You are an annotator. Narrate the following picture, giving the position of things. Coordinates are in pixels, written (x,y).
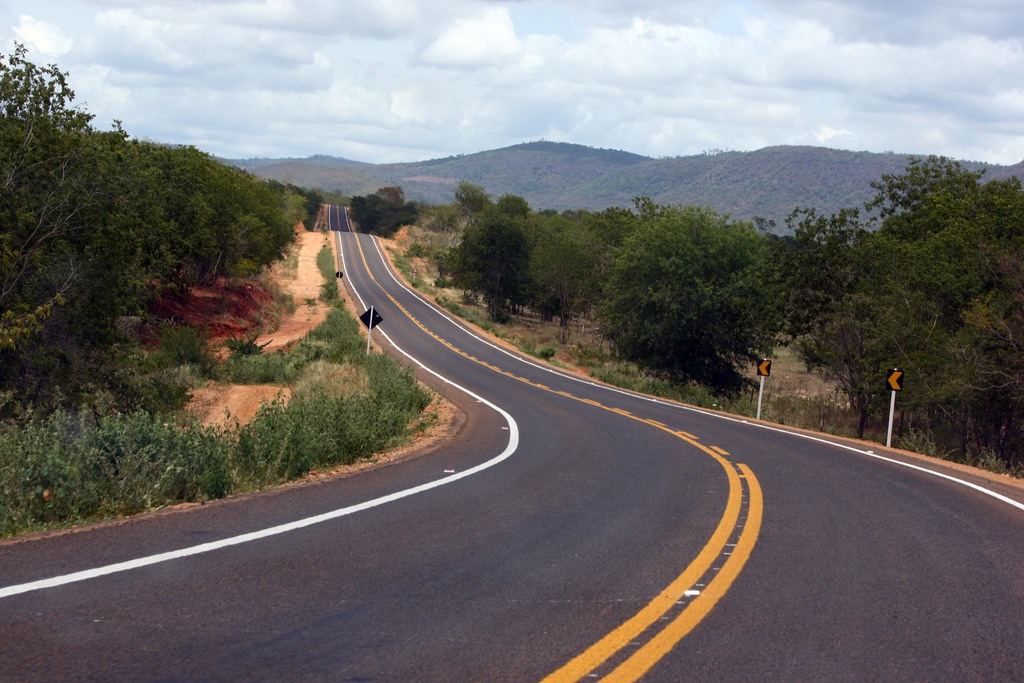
In this image there is a road (365,235) in the middle of this image (378,312). There are some trees (257,236) on the left side (257,236) to this and right side (748,305) to this road (353,249) as well. There are some mountains (556,182) in the background (486,169). There is a cloudy sky (710,65) on the top of this image (382,80).
